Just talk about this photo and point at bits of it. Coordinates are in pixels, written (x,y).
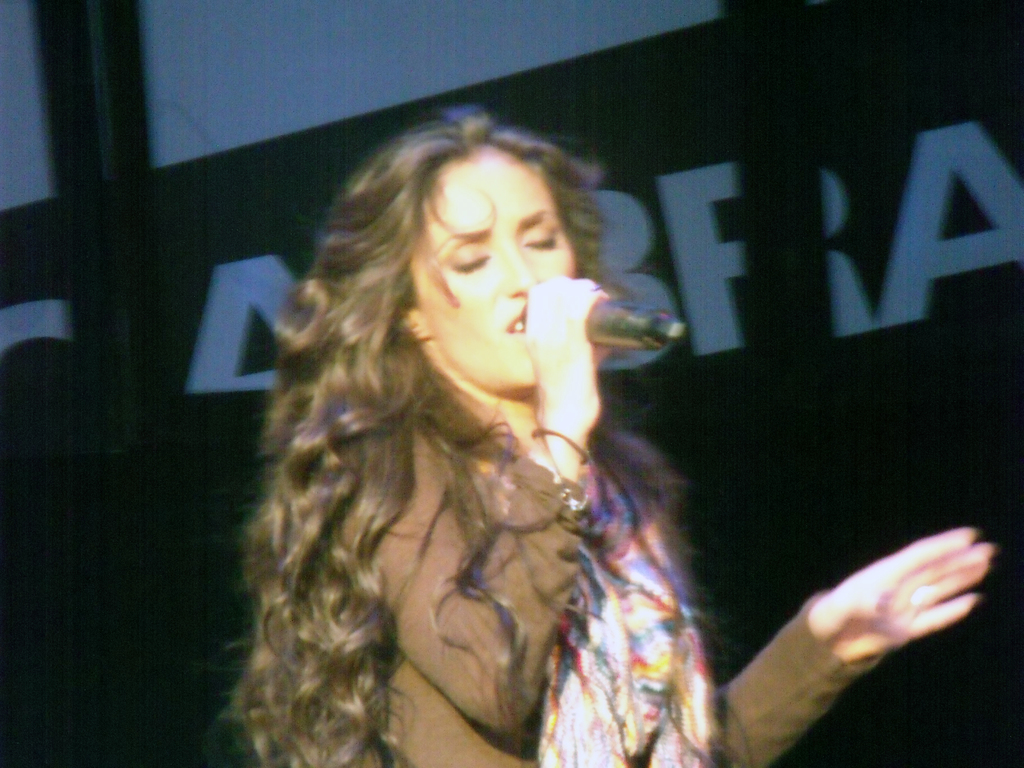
In this image I see a woman (654,743) who is holding a mic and in the background (611,292) I see a banner (936,419) on which there are letters (6,312).
